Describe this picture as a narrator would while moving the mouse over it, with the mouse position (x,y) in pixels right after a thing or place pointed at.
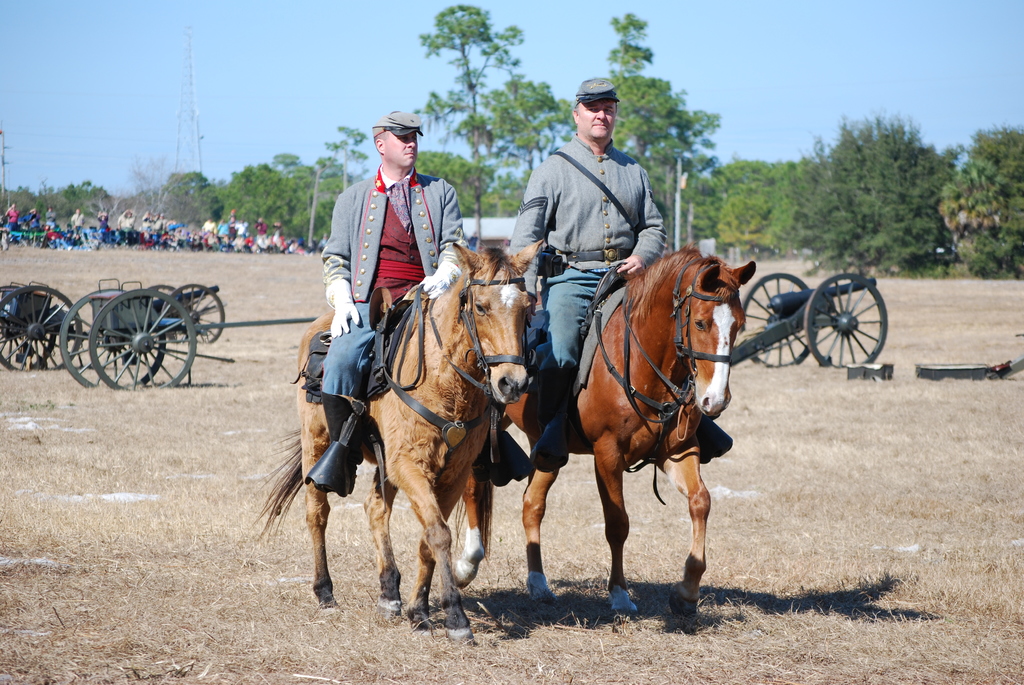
There are two men (512,251) sitting on horses (514,265) and wearing caps (595,97). We can see objects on the grass (82,292) and cannons (797,299). In the background (46,243) we can see people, trees (258,189), poles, tower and sky (276,51).
